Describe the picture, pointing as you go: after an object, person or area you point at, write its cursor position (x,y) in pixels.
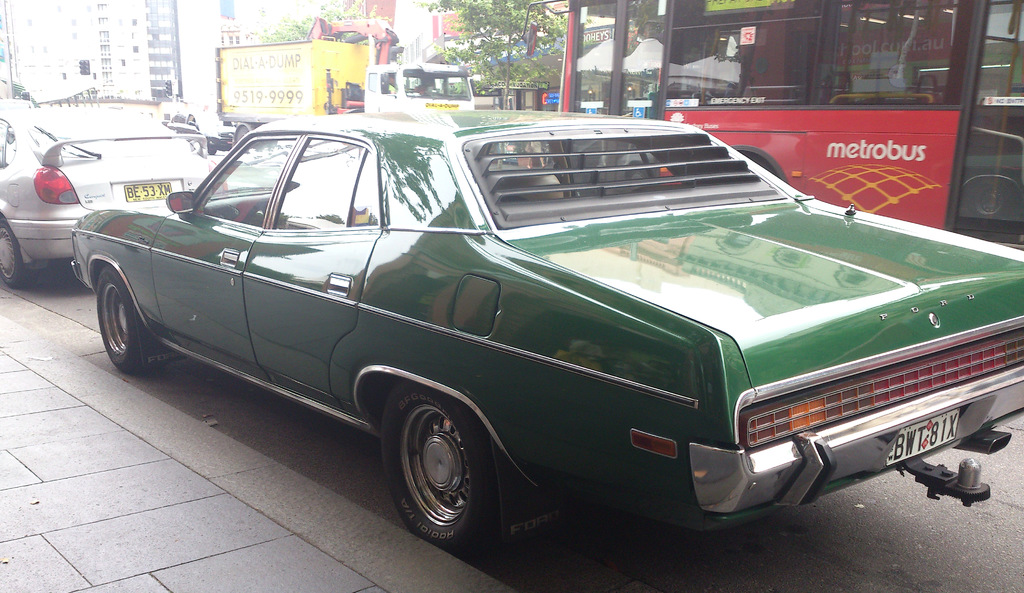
In this image we can see car (266,277) on the road (380,480). In the background (97,175) we can see vehicles (712,91), trees (470,60) and buildings (169,35).
